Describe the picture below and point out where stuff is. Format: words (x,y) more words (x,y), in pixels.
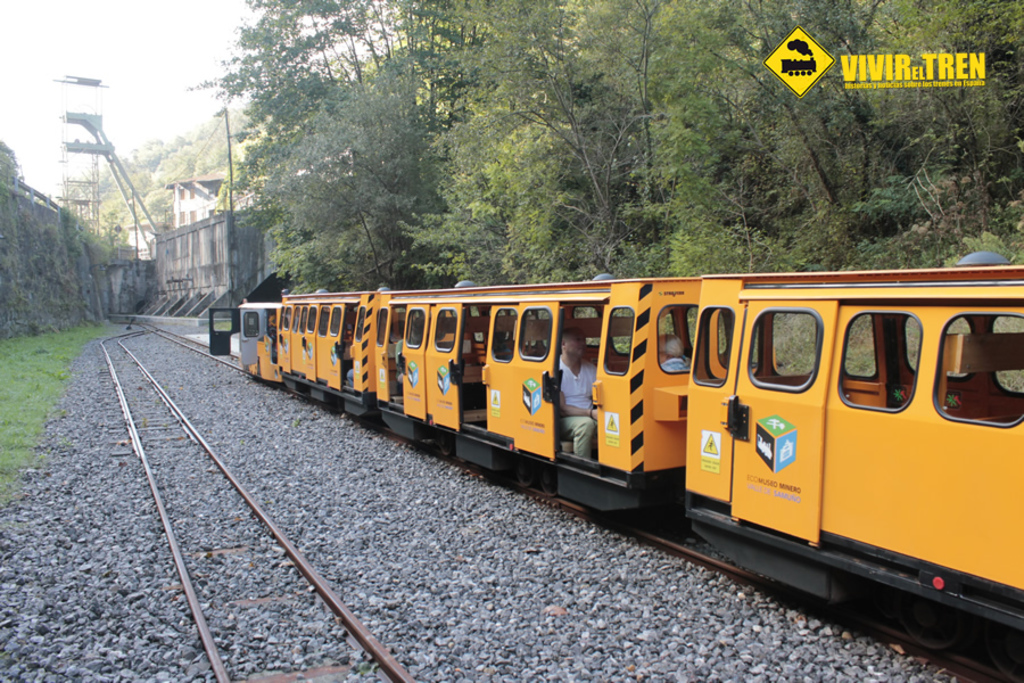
There is a train (375,391) moving on the track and behind the train (376,362) there are plenty of trees (458,176) and the train (295,390) is of yellow color.
